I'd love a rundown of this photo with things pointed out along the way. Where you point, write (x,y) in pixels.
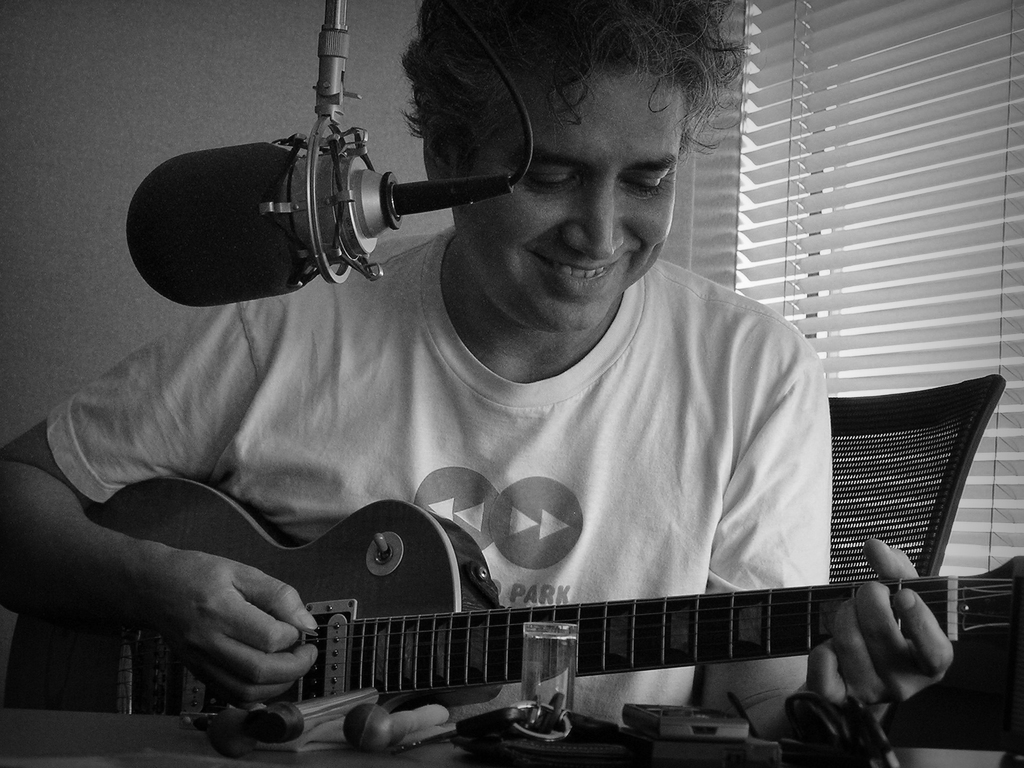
In this picture we can see a man (608,378) who is playing guitar (951,616). He is smiling and this is the mike (238,214). On the background (208,47) there is a wall (242,57). And this is the window (930,202).
